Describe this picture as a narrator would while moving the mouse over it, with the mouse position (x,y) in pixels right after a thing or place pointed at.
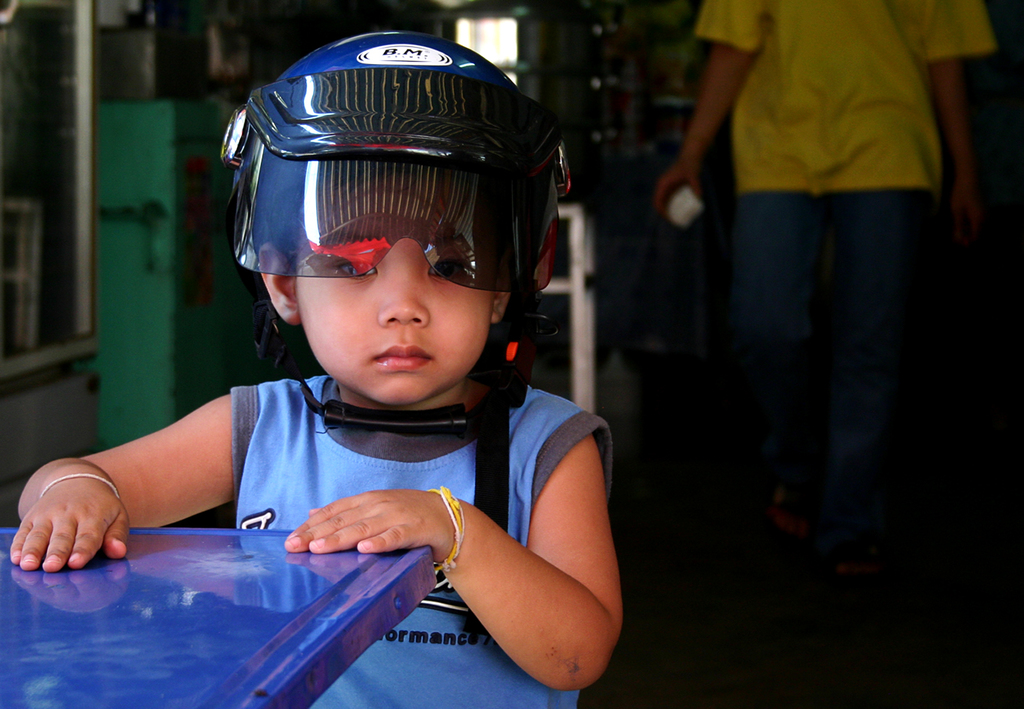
In this image we can see a boy (261,425) is sitting, he is wearing the helmet (288,195), in front here is the table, at back (822,147) here a person (716,30) is standing, he is wearing the yellow t-shirt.
